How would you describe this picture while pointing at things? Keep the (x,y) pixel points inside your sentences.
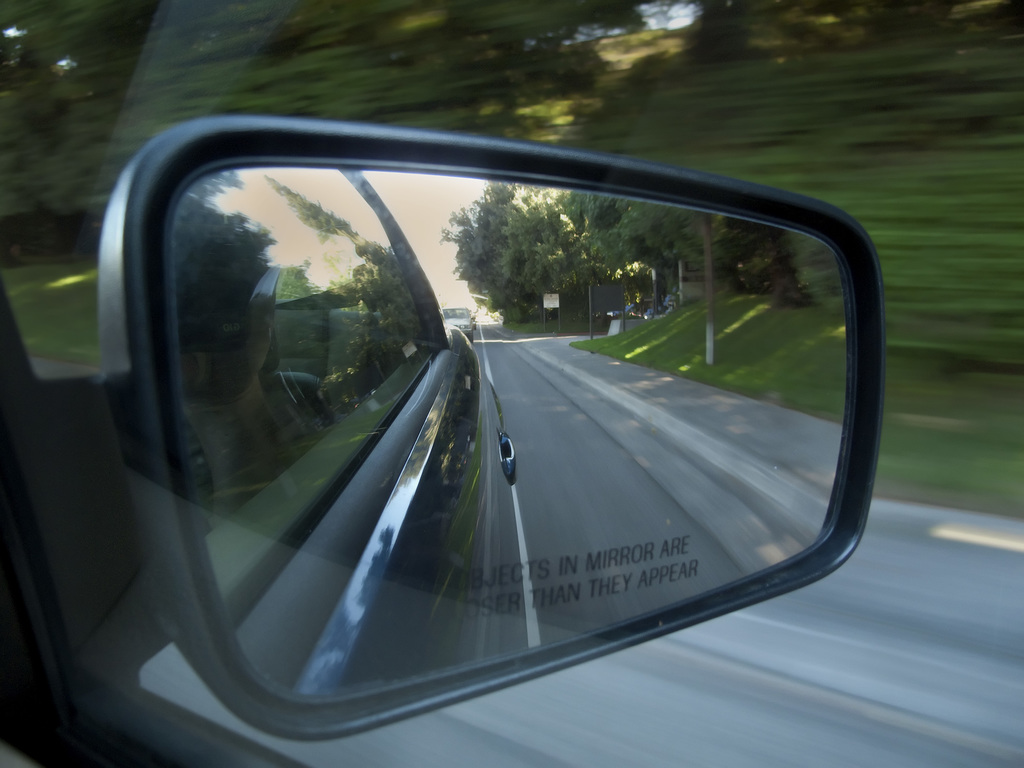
In this image we can see a side mirror (758,311) of a car (476,505) on which some text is written. While looking into the mirror (584,443), we can see the Group of trees (472,247), grass (775,326), road (666,456) and the walkway (688,444) on the road side (547,356).
